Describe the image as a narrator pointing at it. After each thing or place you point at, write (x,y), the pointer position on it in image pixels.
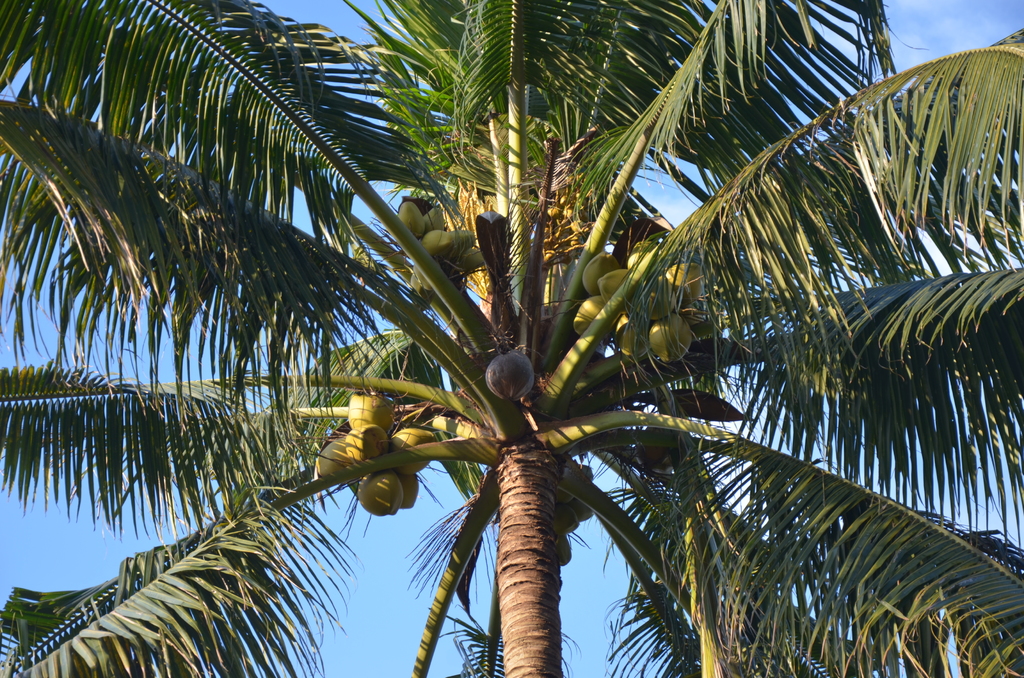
In this image we can see a group of coconuts (474,259) and leaves (223,473) on branches (523,427) of a tree (531,432). In the background (398,614), we can see the sky (374,635).
